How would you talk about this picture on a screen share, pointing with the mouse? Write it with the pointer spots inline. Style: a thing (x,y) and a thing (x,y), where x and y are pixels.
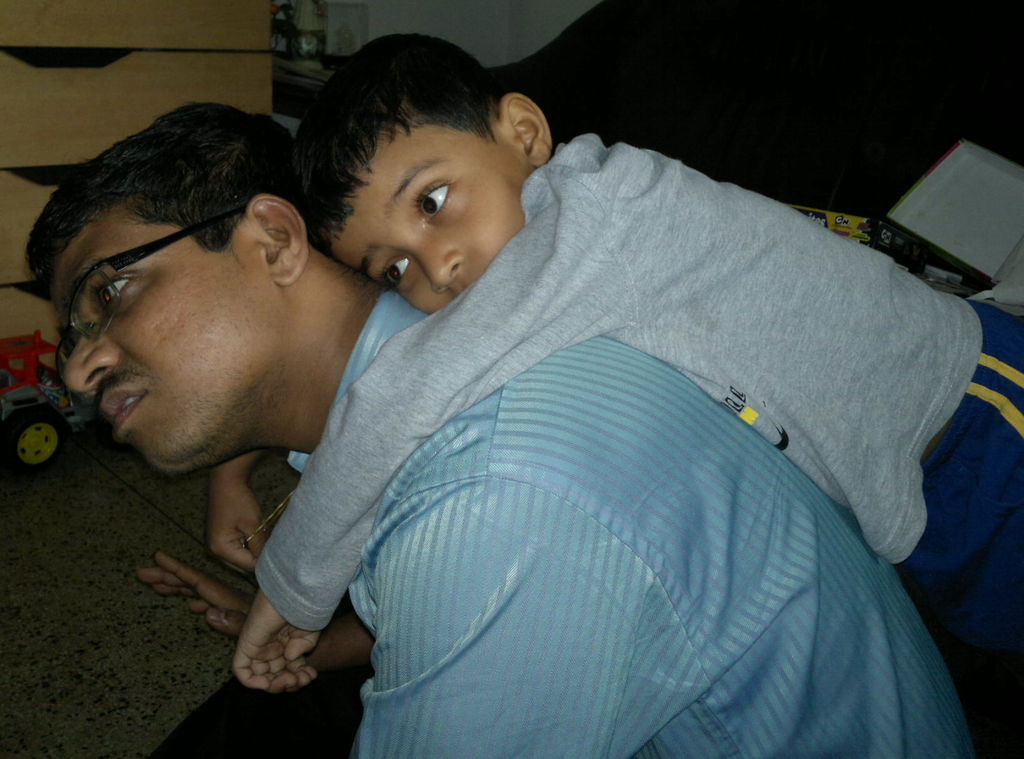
In this picture, we see the man (381,335) in the blue shirt (506,576) is crouching on the floor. Behind him, we see a boy (450,397) in grey T-shirt (660,293) is lying on his back (570,440). On the right side (908,196), we see game boxes (928,254). On the left side (61,446), we see a toy vehicle (50,396). Beside that, we see a cupboard (122,98) and a white wall (415,27). Beside that, it is black in color. This picture might be clicked inside the room (802,95).
